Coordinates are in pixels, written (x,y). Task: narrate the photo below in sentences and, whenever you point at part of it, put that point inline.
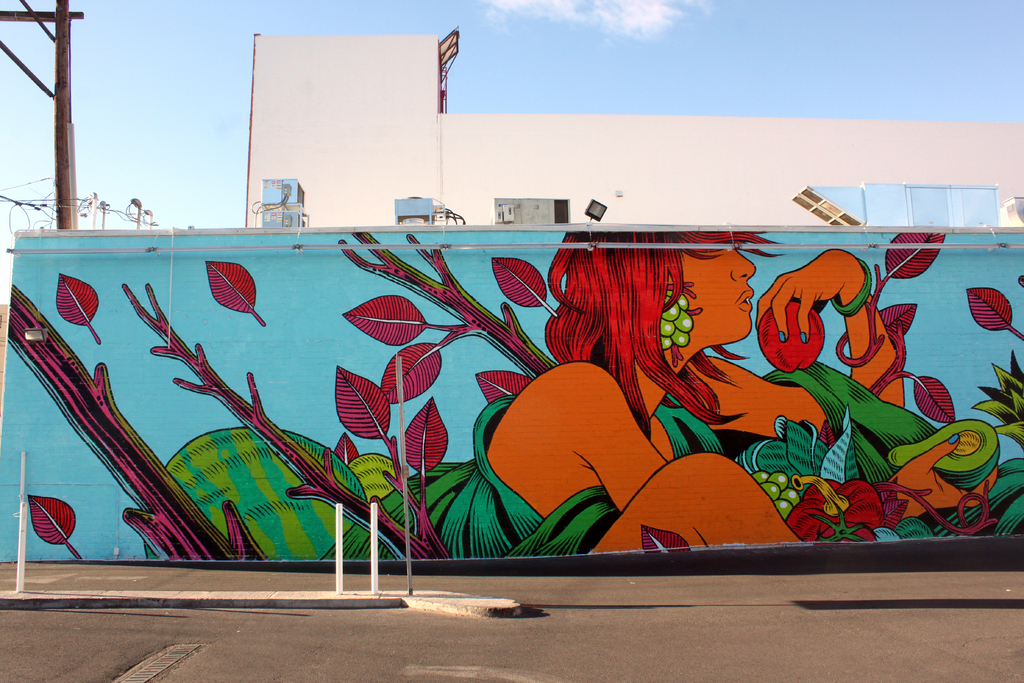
In this image, we can see a painting (435,255), poles (67,159), rods (139,216), buildings (365,174), wires (120,216) and we can see some lights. At the bottom (603,623), there is road (648,605) and at the top (593,56), there is sky (578,56).
